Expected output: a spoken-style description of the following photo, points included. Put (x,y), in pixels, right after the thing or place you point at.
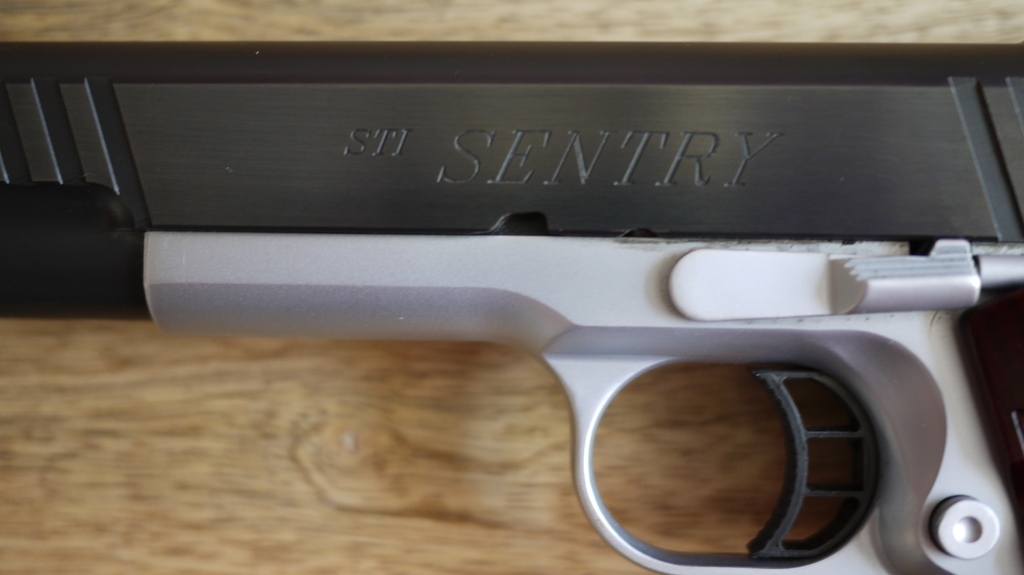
The picture consists of a gun (753,270) on a wooden object (297,403). The gun (370,208) is black and silver color.
